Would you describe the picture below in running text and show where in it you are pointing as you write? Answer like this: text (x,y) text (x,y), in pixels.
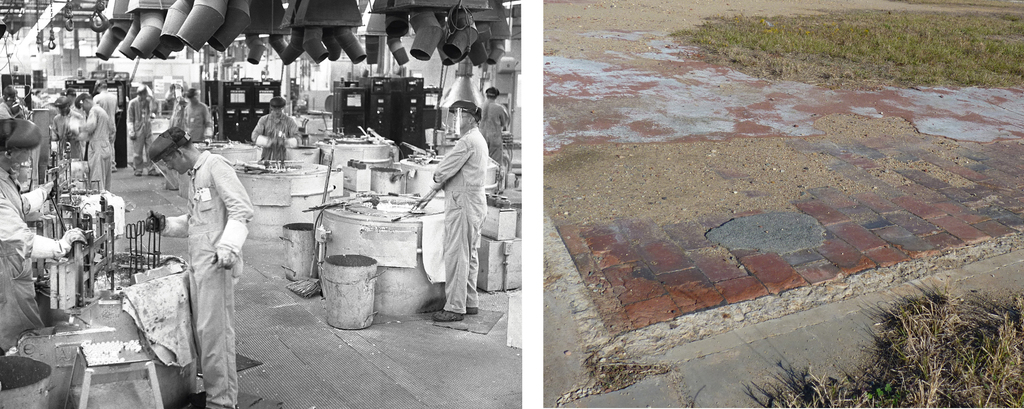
In this image on the left (199,221), we can see some people (205,188) standing. And we can see the buckets (368,263), containers (402,265). And we can see some machines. And we can see some objects (337,29) hanging at the top (354,40). And on the right (789,127), we can see the ground (826,283). And we can see the dried grass (815,45).
